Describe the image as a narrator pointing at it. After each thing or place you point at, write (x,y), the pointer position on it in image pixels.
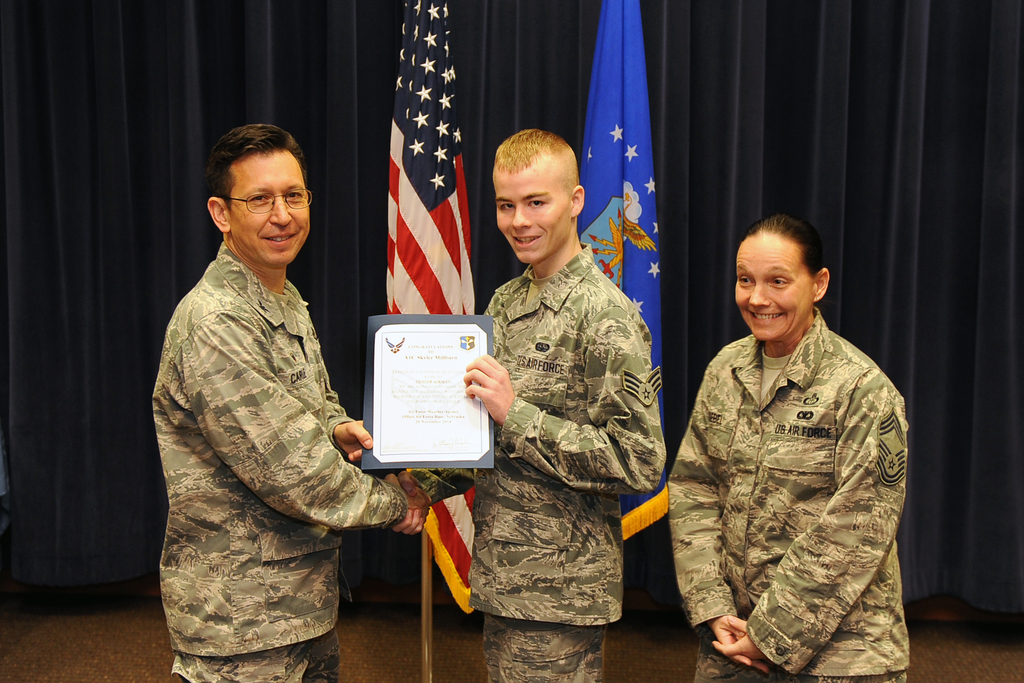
In this image I can see three persons (603,463) standing. In front (603,404) the person (519,382) is holding the certificate (451,398). In the background (741,63) I can see two flags (417,120) and they are in multi color and I can see few curtains (892,174) in navy blue color.
